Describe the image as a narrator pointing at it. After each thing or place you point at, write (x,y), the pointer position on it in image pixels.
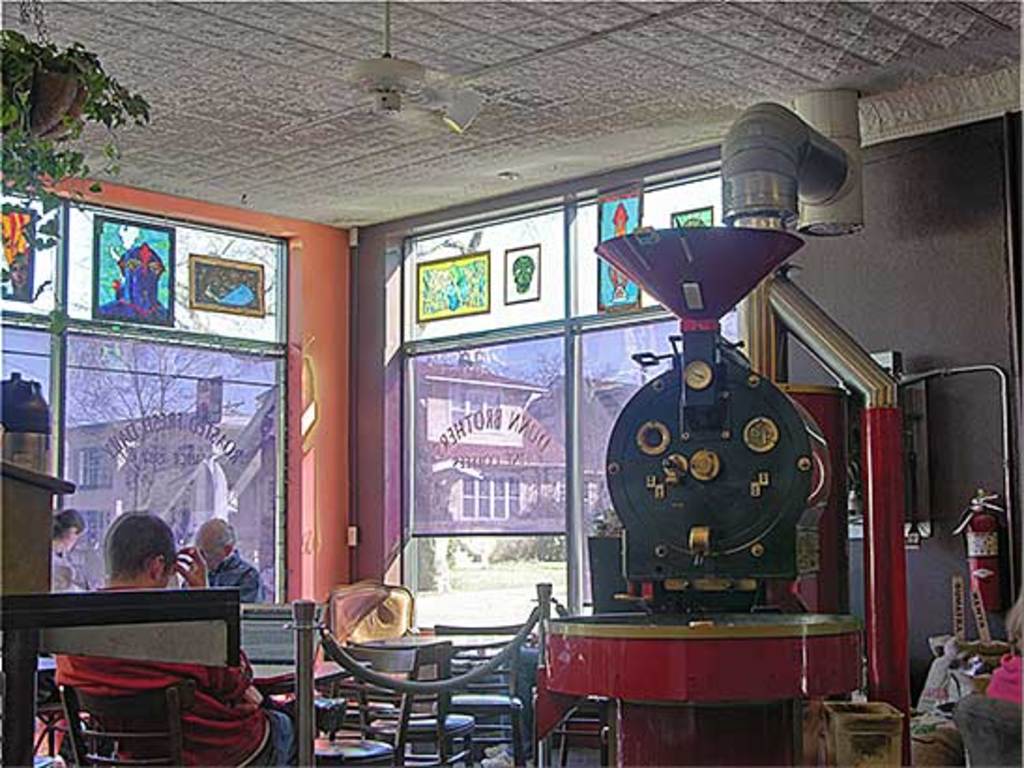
In this image we can see the people (196,688) sitting on the chairs (130,712). We can also see a fire extinguisher (974,565), some pipes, wall (940,316), house plant (82,103) and also the ceiling (315,68). We can also see a machine (693,306) and also glass windows (261,360) and through the glass windows (277,401) we can see the trees (179,409), buildings (433,404) and also the sky (119,341).
